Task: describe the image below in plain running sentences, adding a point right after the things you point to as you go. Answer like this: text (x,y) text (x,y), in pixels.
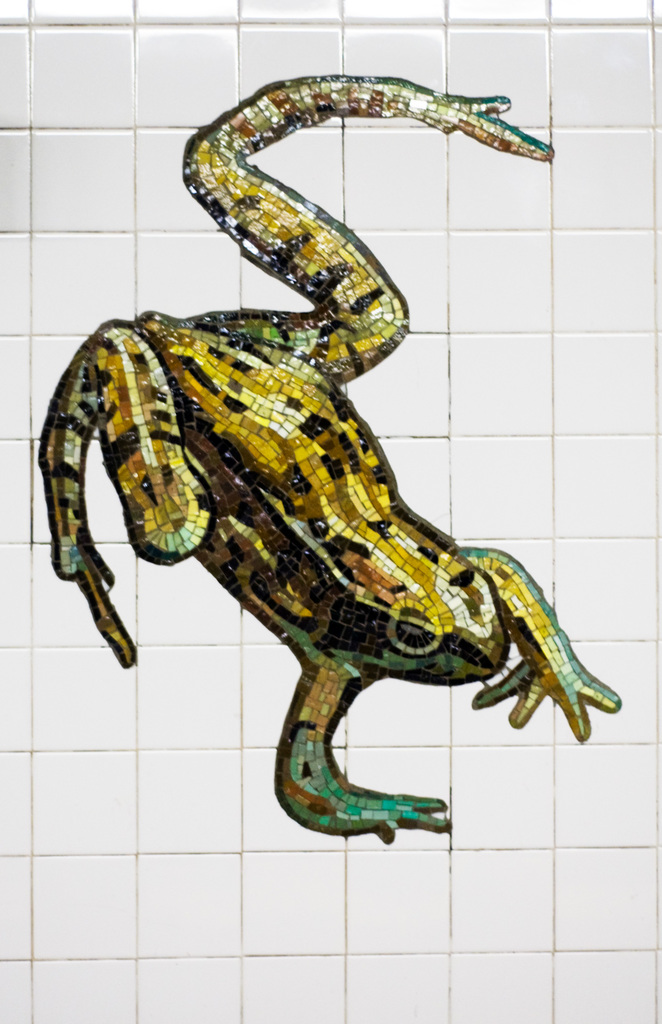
This is a zoomed in picture. In the center (366,351) we can see a wall art (247,367) of a frog (330,555) on the white color wall (204,63).
